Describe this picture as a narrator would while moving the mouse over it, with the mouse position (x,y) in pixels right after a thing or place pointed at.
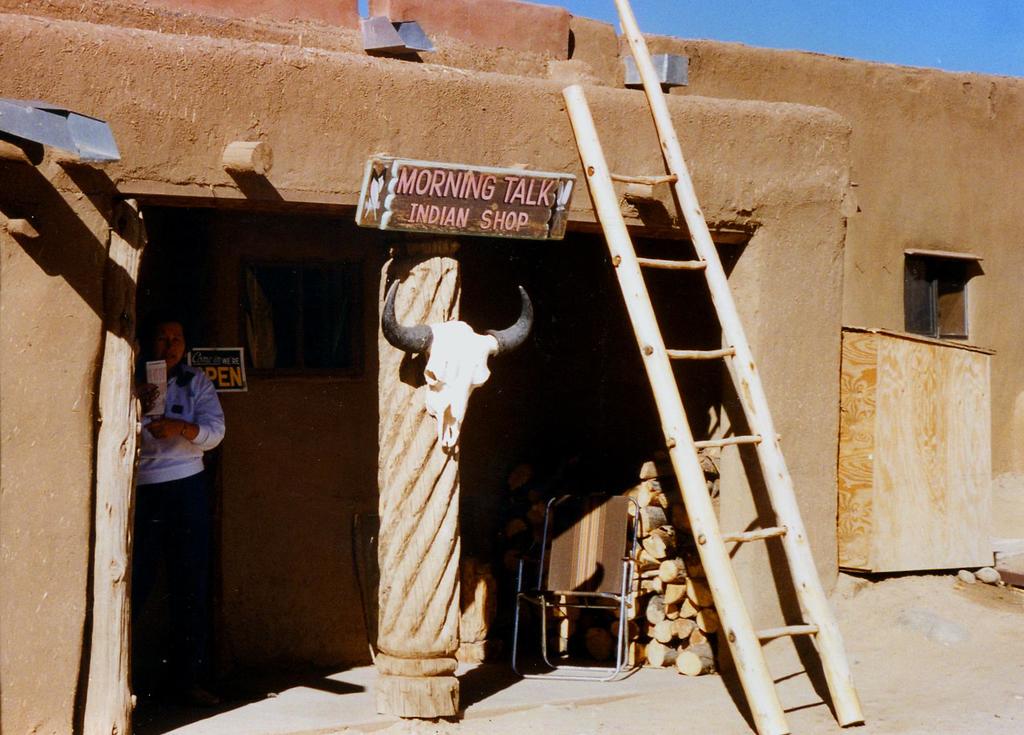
In this image I can see a person (176,445) standing and the person (155,640) is wearing white shirt (176,460), black pant (177,489) and I can also see a ladder (725,587) and a board (456,176) attached to the building (551,158) and the building (841,188) is in brown color. Background (931,13) the sky (865,22) is in blue color.
